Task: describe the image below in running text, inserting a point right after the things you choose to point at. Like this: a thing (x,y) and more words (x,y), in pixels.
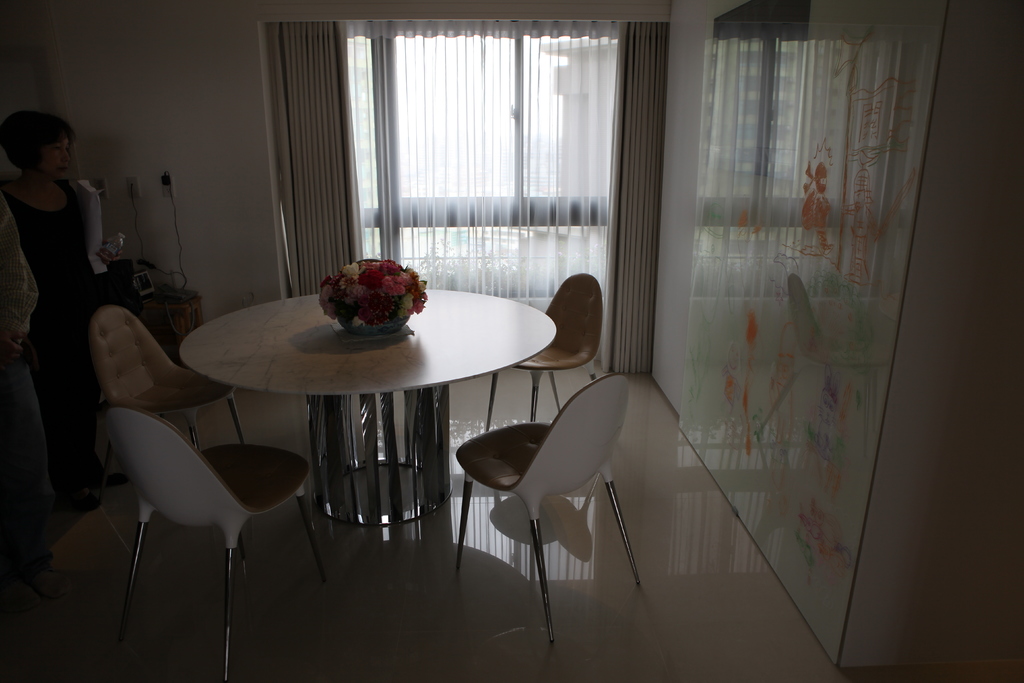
This image is taken inside a room (756,103). There are two people (49,258) in this room (32,301). In the left side of the image (58,309) a woman (58,213) and a man (54,590) is standing on the floor (79,520). In the middle of the image (353,432) there is a dining table (381,398) on top of it a flower vase (354,329) and around that a few chairs (222,452) were there. At the background (595,104) there is a wall (239,149) with window (479,191) and curtains (446,199). At the bottom of the image (211,577) there is a floor (440,653).
